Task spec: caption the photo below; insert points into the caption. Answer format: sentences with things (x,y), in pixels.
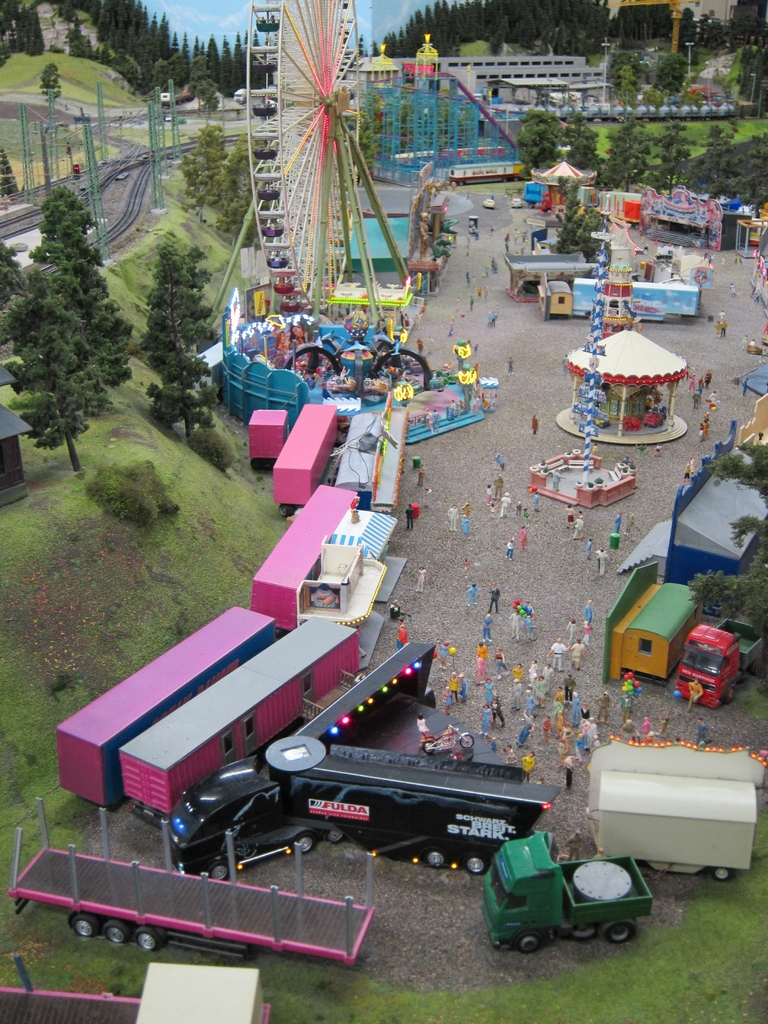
In this image I can see few persons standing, few vehicles (258,732) in multi color, background (516,42) I can see few rides (293,192), trees (494,25) in green color, building (480,76) in white color and the sky (227,11) is in white and blue color.
